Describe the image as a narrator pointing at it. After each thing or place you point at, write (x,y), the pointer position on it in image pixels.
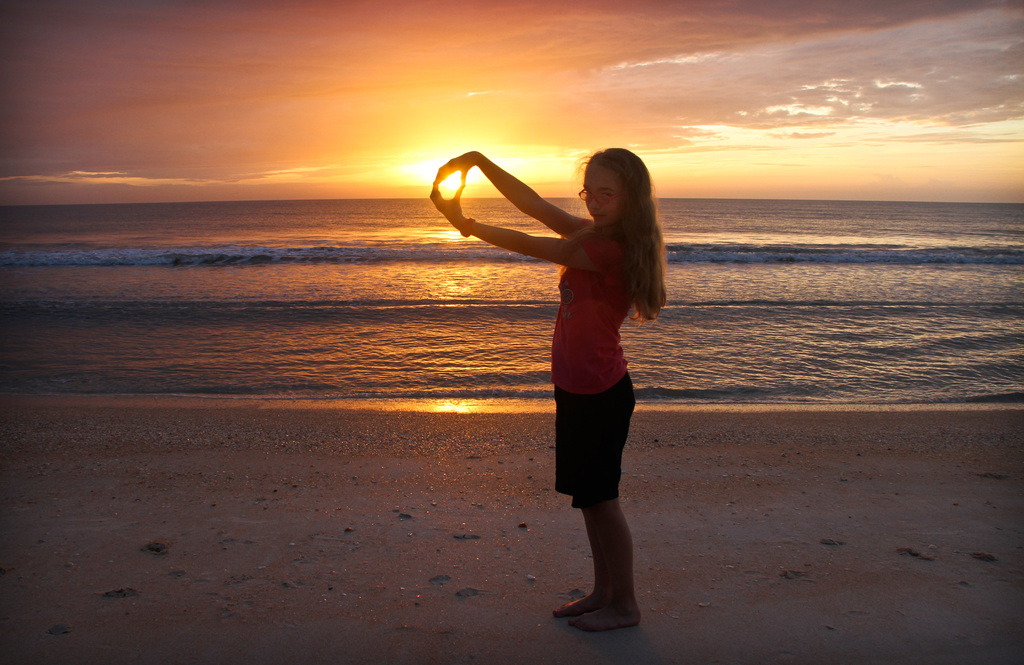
In this image I can see a person (609,574) is standing. Back I can see the water (297,261) and sky (356,93) is in orange, yellow and white color.
